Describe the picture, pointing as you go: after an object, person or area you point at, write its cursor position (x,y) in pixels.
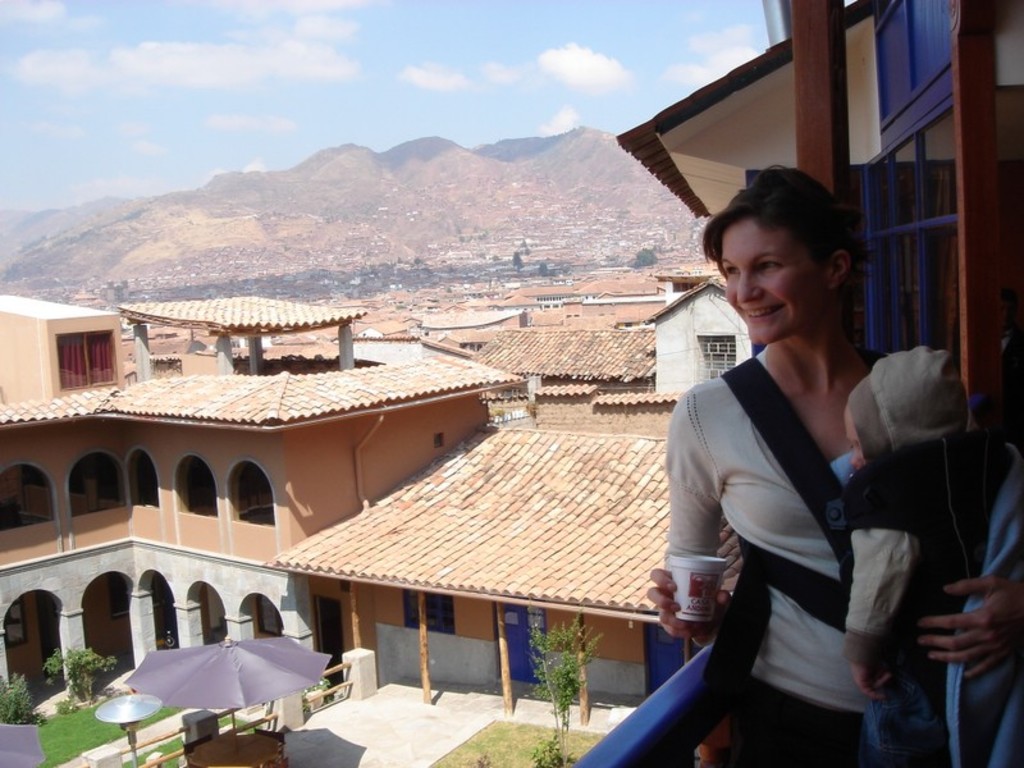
In this image we can see there is a person (747,287) standing on the floor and holding a baby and cup (685,588). And there are buildings (260,475), grass (555,733), umbrella (264,660), table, pole (140,719), plants (90,692), trees (105,665), mountains (426,205) and the sky (185,181).
